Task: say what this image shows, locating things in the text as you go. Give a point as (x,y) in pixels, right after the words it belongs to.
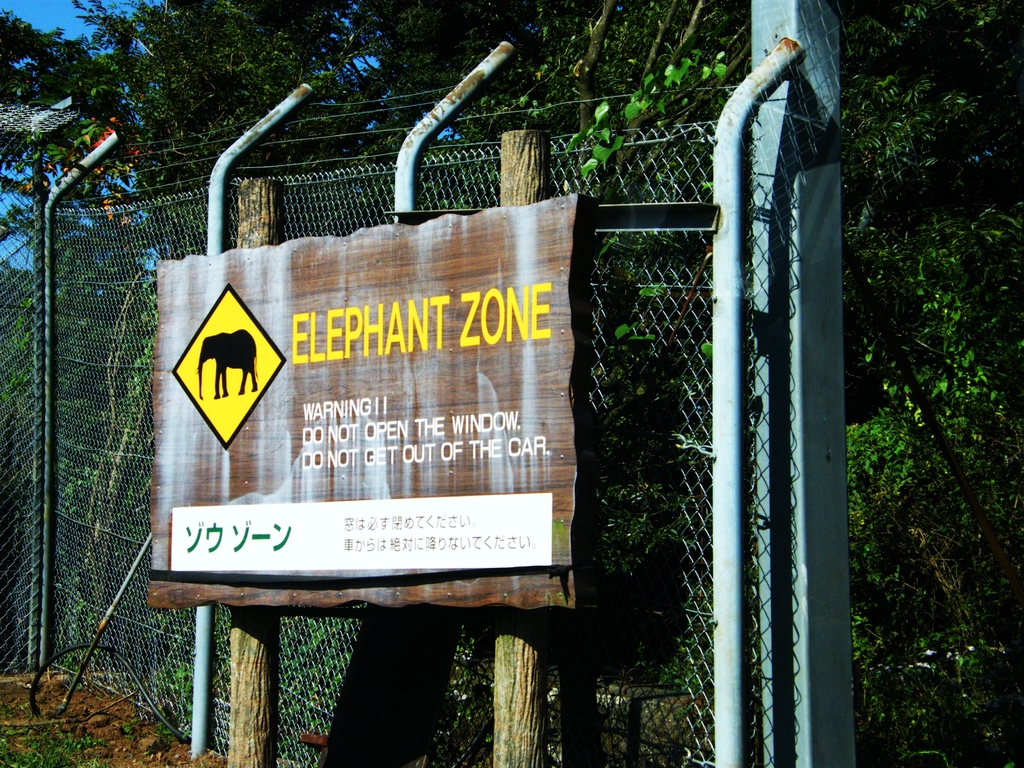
In the image there is a fence (122,377) with a caution board (296,366) in front of it and behind it there are trees (418,31) all over the image.
